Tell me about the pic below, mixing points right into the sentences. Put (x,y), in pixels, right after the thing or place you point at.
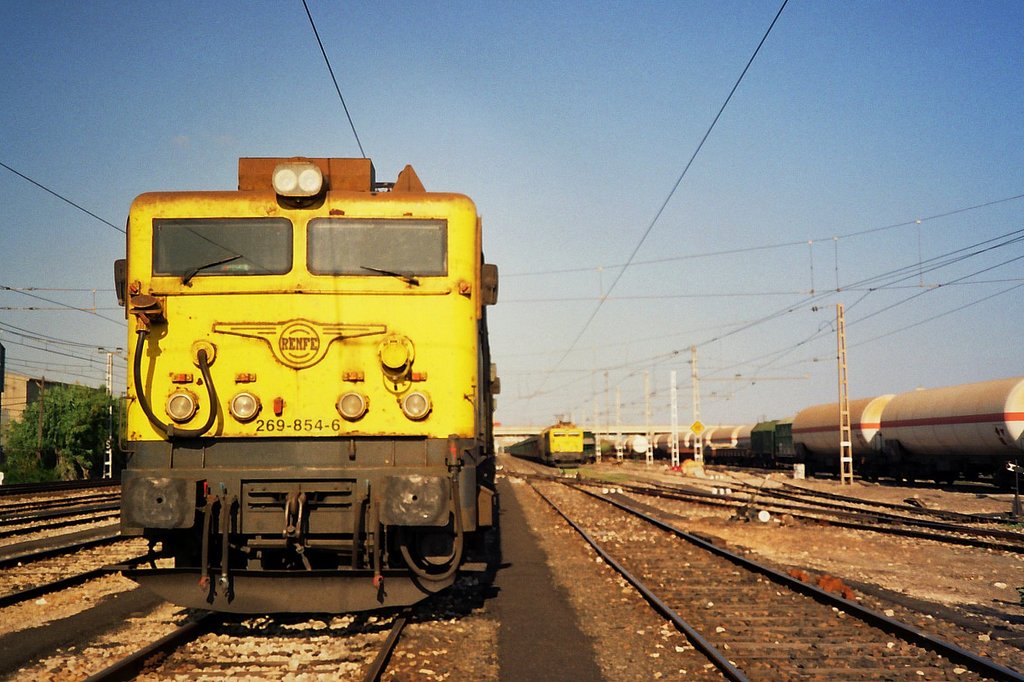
In the picture I can see few trains (580,445) are moving on the track (682,583), side we can see some trees (58,421) and building (15,388).
